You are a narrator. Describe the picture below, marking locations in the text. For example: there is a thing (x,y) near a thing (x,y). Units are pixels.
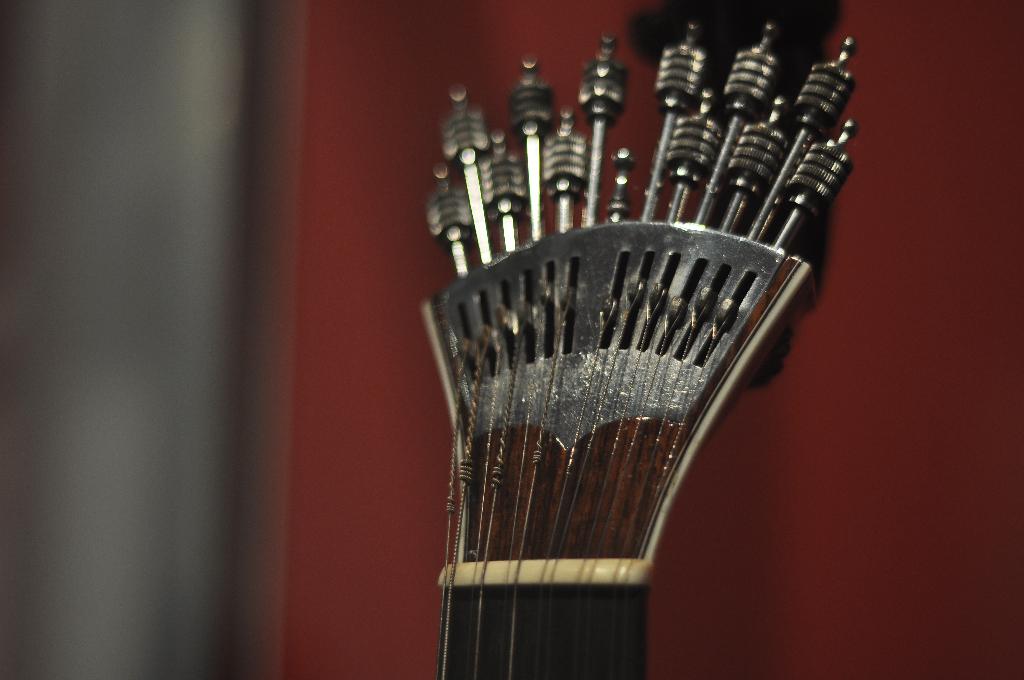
In this picture we can see a musical instrument (639,402) and we can find blurry background (307,339).
